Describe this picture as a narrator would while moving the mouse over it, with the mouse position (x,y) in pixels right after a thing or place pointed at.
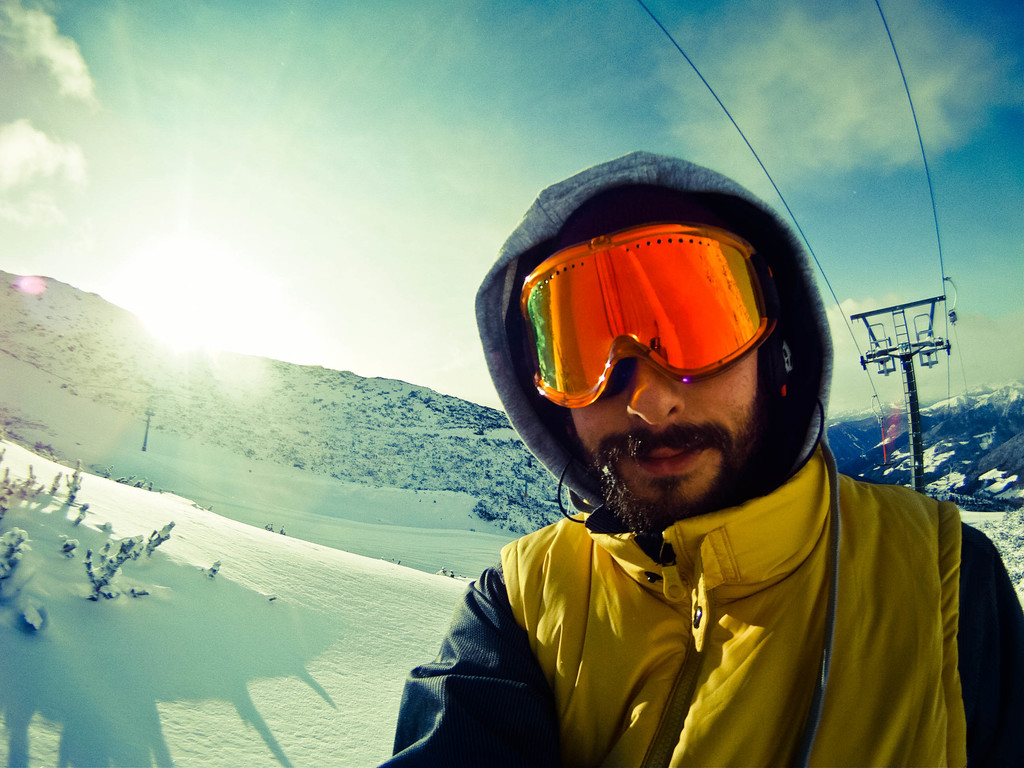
In this picture there is a person (611,757) with yellow jacket (935,662). At the back (905,398) there are wires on the pole (919,484). On the left side of the image (26,494) there is a pole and there are plants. At the top (536,52) there is sky (428,76) and there are clouds (966,80) and there is sunshine (162,265). At the bottom (279,740) there is snow (360,668).
